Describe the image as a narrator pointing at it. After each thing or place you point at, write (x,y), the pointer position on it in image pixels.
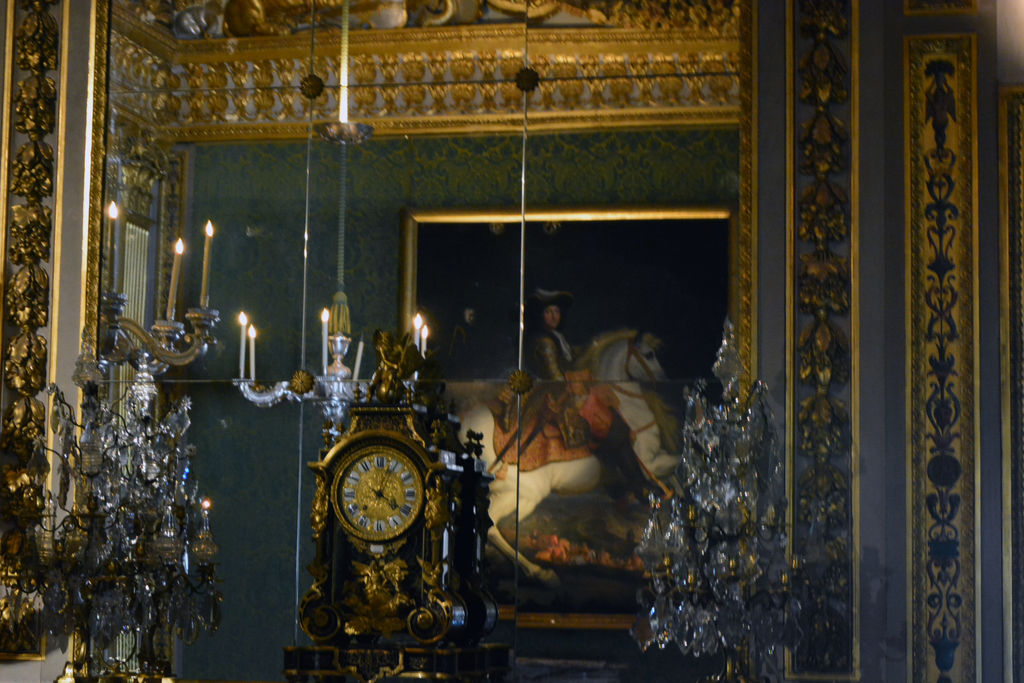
In this picture we can observe a clock (395,524) placed on the desk (384,679). There are two lamps (185,507) on either sides of the clock (393,582). We can observe candles (325,332) behind the clock (390,359). We can observe a glass (318,191). In the background (483,282) there is a photo frame (463,289) fixed to the wall (376,169).
